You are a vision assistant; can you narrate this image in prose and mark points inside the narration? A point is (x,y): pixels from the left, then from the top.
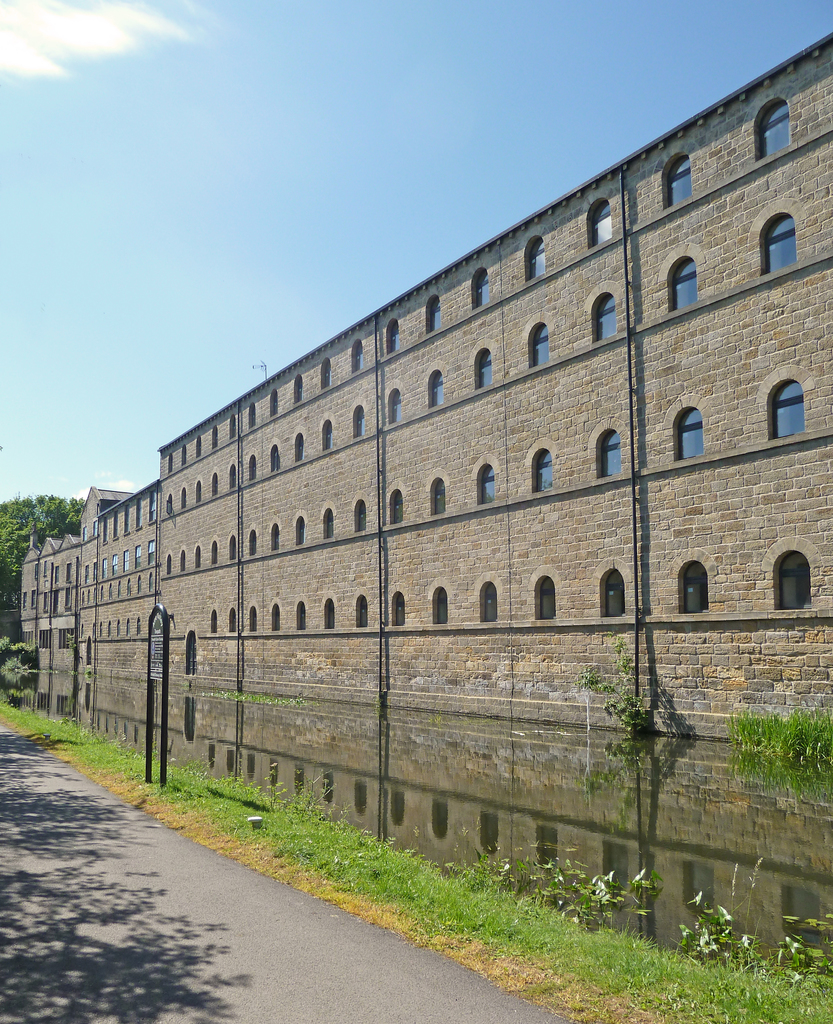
In this picture we can see the road (73,770), name board (162,618), water (784,841), grass (95,757), plants (741,732), buildings (547,598) with windows (304,520), trees (9,586) and in the background (249,98) we can see the sky (301,73).
